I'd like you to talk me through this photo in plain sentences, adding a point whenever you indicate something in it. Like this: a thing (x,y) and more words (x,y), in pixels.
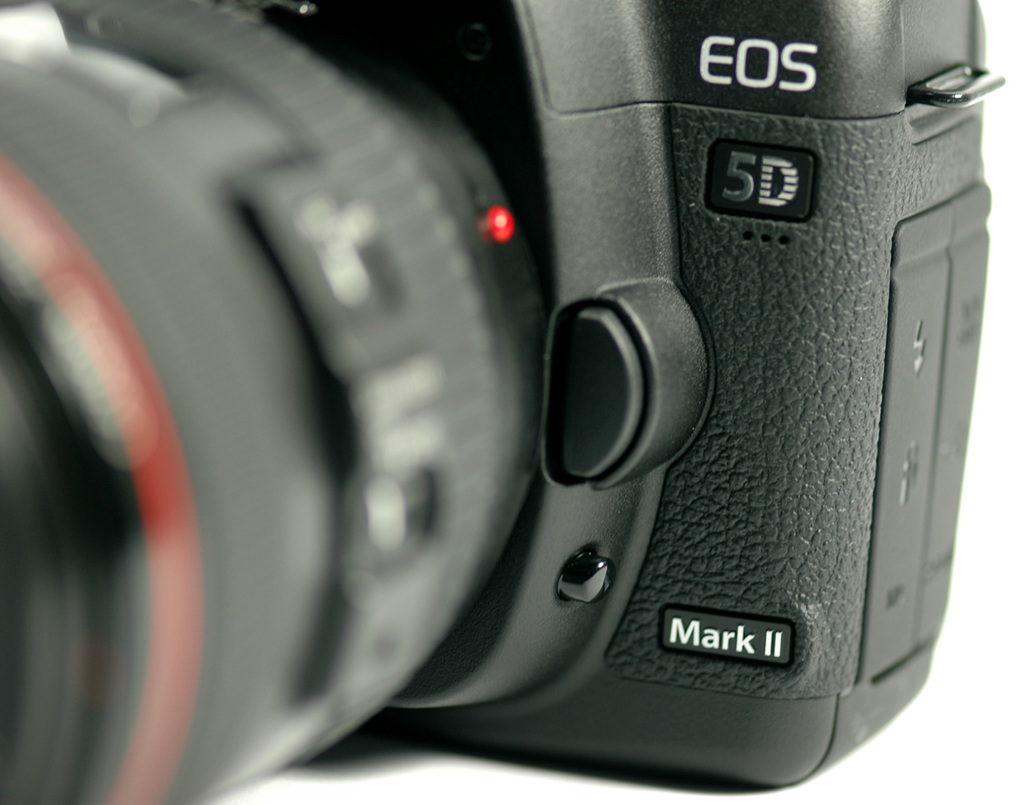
In this image in the foreground (605,524) there is one camera (433,525).
